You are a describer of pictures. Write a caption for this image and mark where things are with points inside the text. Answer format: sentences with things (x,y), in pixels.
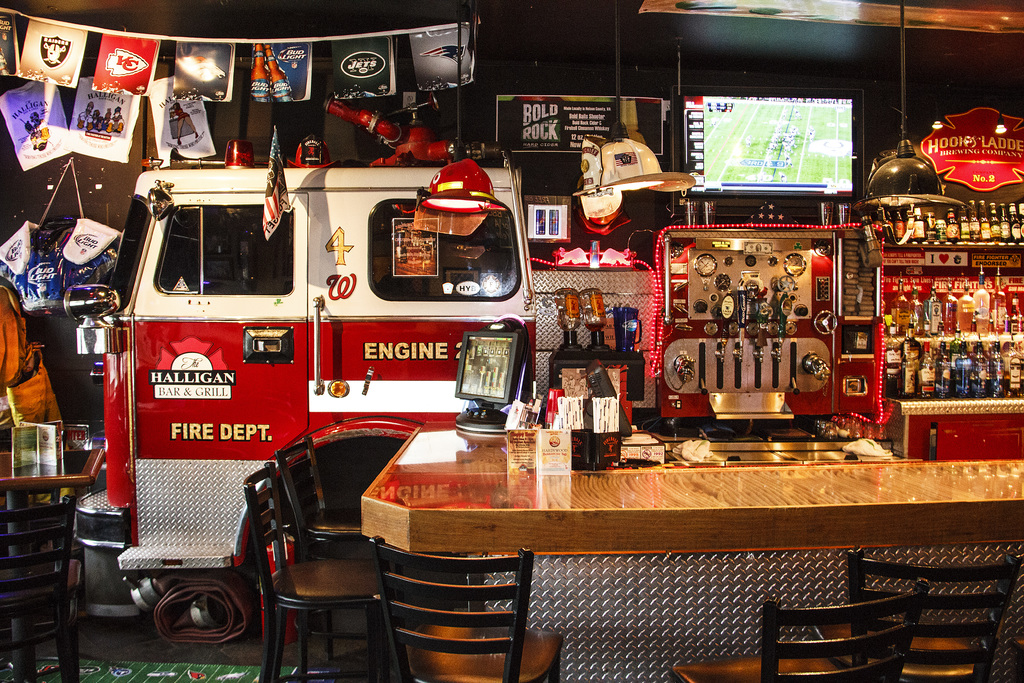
In this image there is one table (404,490) and some chairs (383,572), and on the table (521,522) there is a photo frame (506,394), box (526,460) and some other objects (522,409). And in the background (902,344) there are some bottles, television (719,167), light (647,178) and some instruments (705,275), vehicle door (289,309) and some other objects (451,197). And on the left side (43,43) there are some flags (46,61), posters (28,150), papers (23,427), chair (45,608) and some objects (12,315) and under the vehicle (151,468) there is one cover (185,614). At the bottom (113,644) there is floor (181,648).
